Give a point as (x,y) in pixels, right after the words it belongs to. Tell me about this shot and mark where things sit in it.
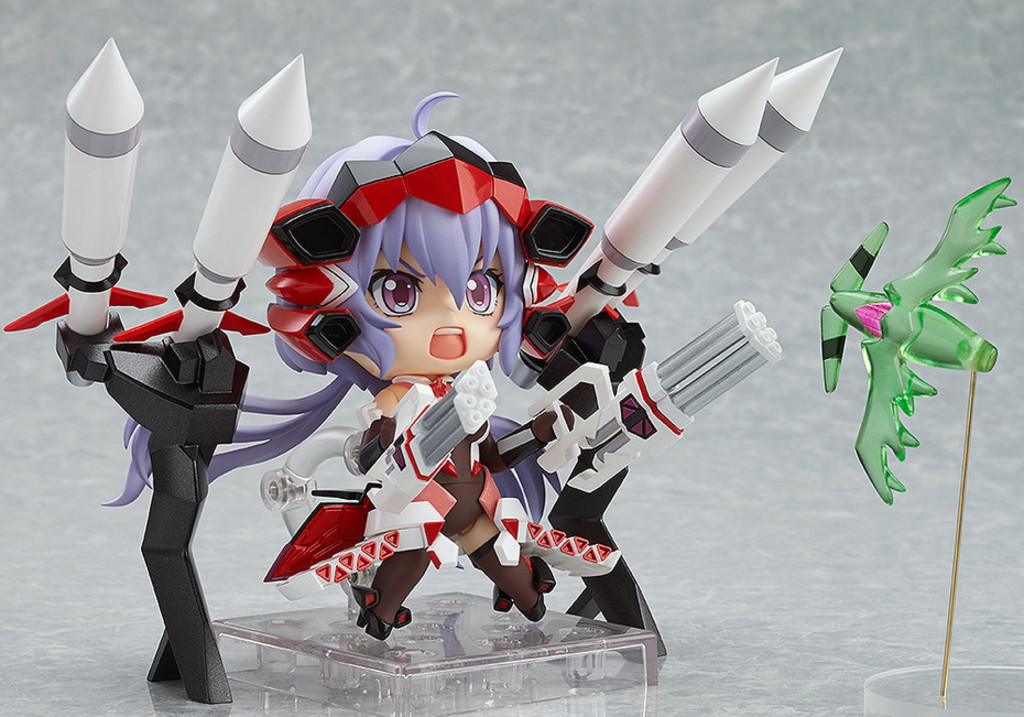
In this picture we can see a toy (586,372).
